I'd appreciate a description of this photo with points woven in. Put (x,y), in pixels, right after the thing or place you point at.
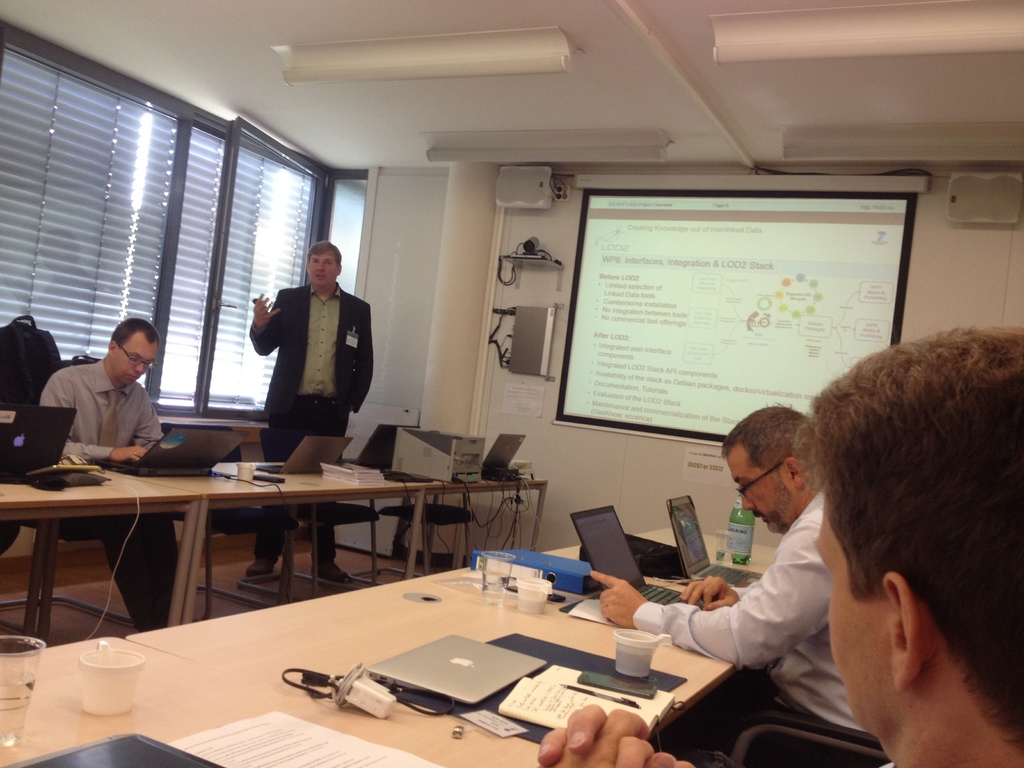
The picture is clicked inside a room (313,138) where a guy (323,317) is explaining and many people (83,404) sitting on the tables (608,643) with laptops (700,560), notebooks (544,685), water cups (626,642) on top of it. There is an LCD screen projector (622,342) in the background (782,208) with two speakers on either side of the screen (872,265).
